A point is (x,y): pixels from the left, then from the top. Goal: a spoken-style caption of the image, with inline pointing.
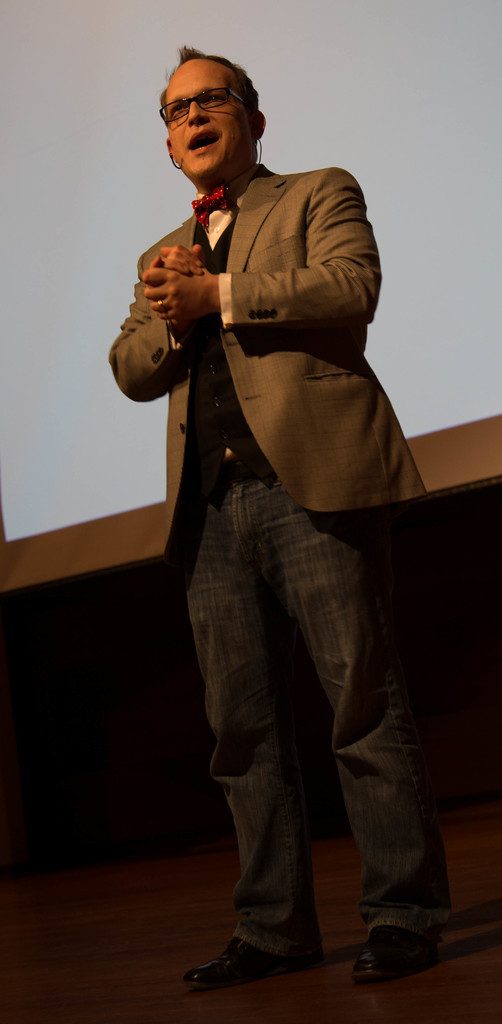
In this image in the front (251,543) there is a man (251,543) standing and speaking. In the background (76,349) there are objects (86,616) which are white, brown and black in colour.
